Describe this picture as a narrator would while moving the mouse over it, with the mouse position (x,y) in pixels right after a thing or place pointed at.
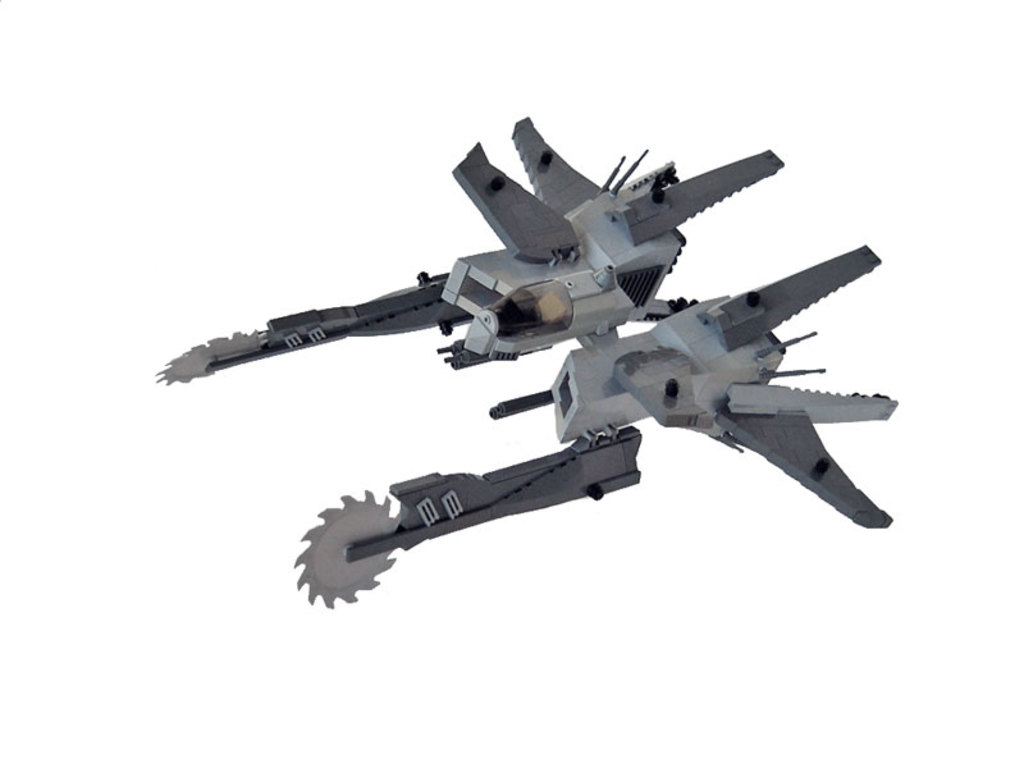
In the picture I can see a toy (629,442). The background of the image (691,528) is white in color.
